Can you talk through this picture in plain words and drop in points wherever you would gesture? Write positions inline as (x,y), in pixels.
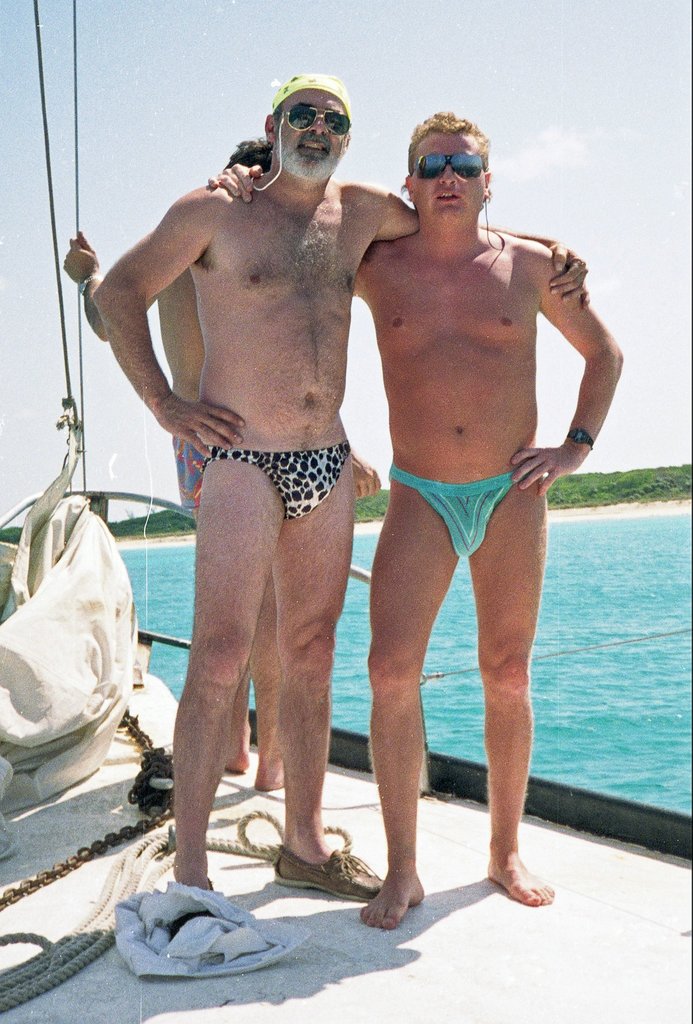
In this image, we can see two persons (533,323) standing and wearing sunglasses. There is a rope (77,160) in the top left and in the bottom left of the image (106,946). There is a sea (619,570) on the right side of the image (637,630). In the background of the image (646,169), there is a sky (492,96).
